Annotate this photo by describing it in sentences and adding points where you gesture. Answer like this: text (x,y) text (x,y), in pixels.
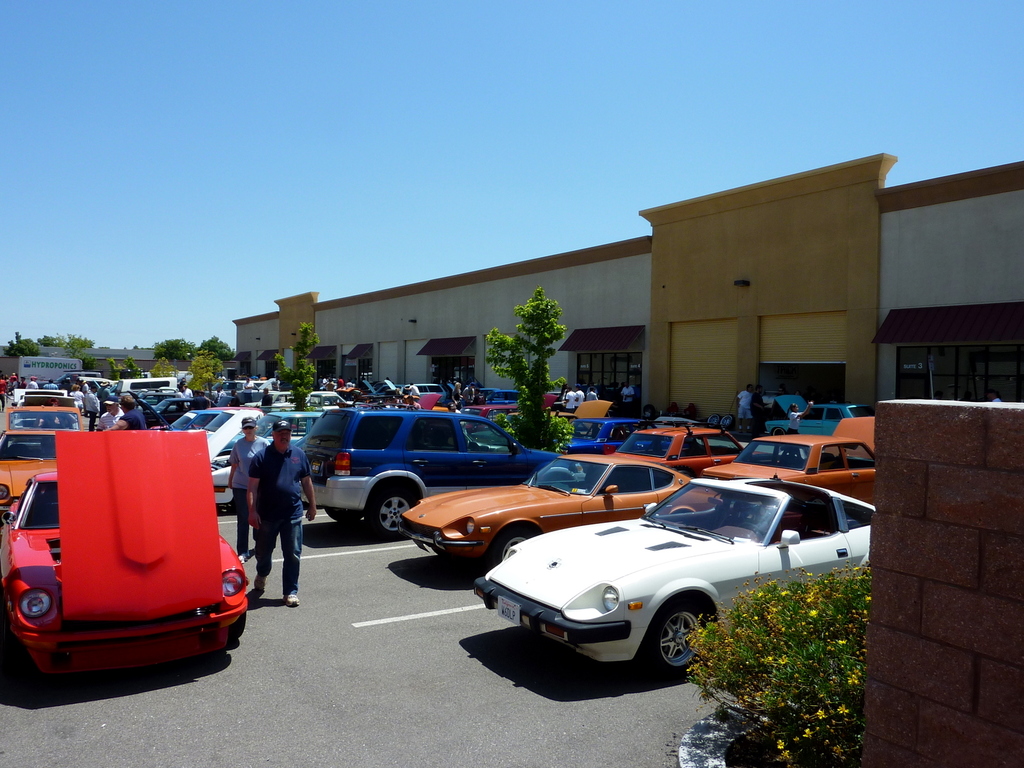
In this image we can see motor vehicles (104,486) in the parking slots (426,642), persons (200,409) walking on the road (286,628), trees (494,332), bushes (800,621), buildings (617,308) and sky (547,80).
